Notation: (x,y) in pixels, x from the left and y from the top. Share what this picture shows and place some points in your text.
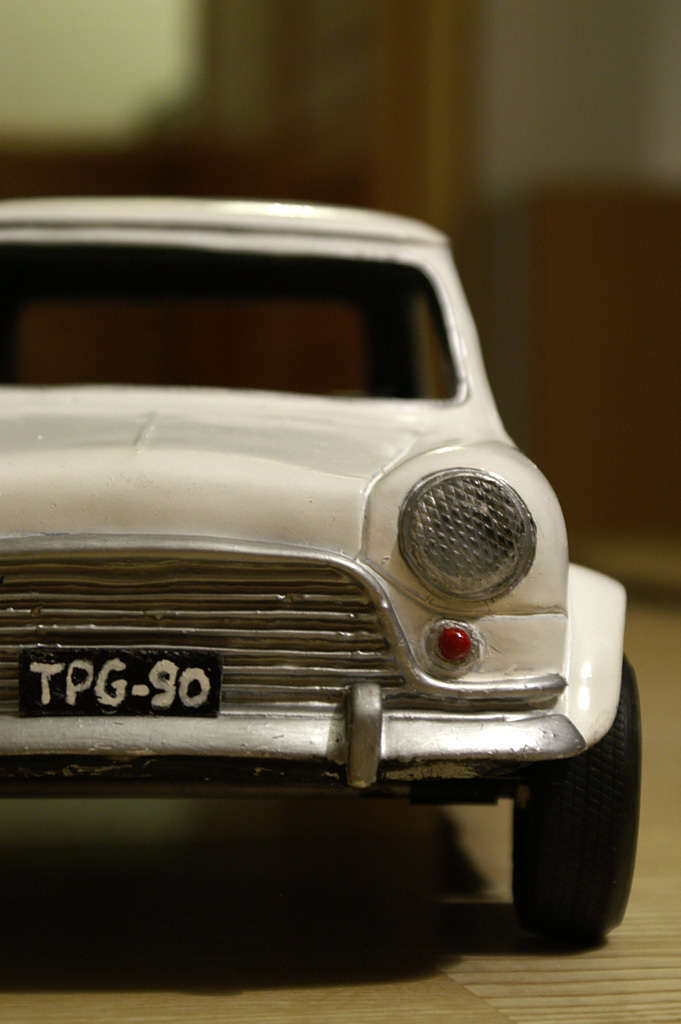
In this picture I can see a toy car (340,447) in the middle (261,621), it is in white color.
